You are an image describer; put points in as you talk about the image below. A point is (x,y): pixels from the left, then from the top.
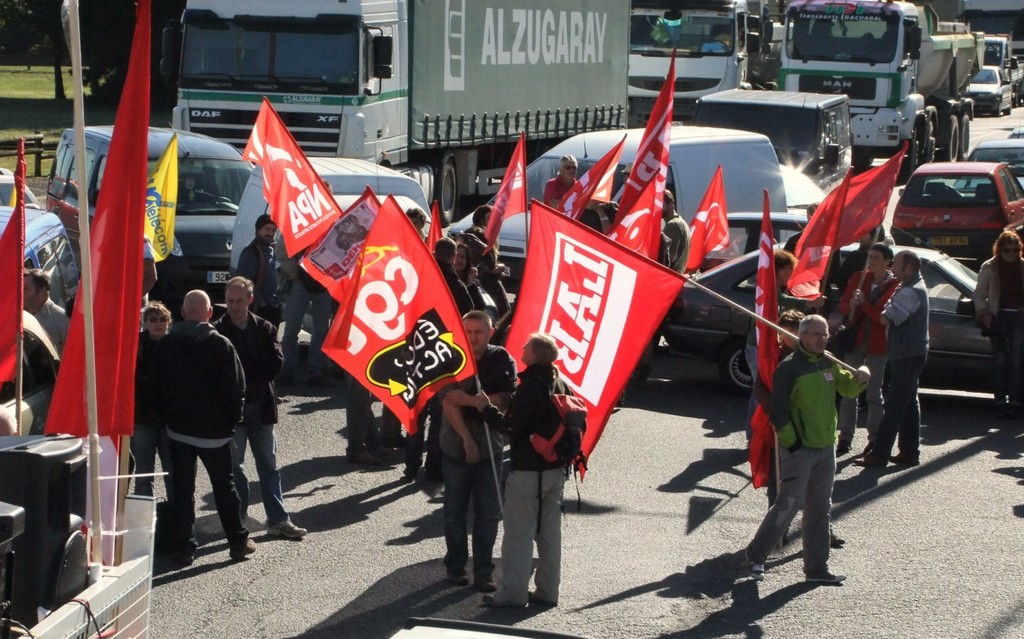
There are many people (506,352). Some are holding flags (427,281). Person (525,502) in the front (560,462) is holding a bag (564,424). On the left side (36,506) there are speakers (38,509). In the background (348,125) there are vehicles (788,180). In the left corner (28,100) there is grass (28,84).
